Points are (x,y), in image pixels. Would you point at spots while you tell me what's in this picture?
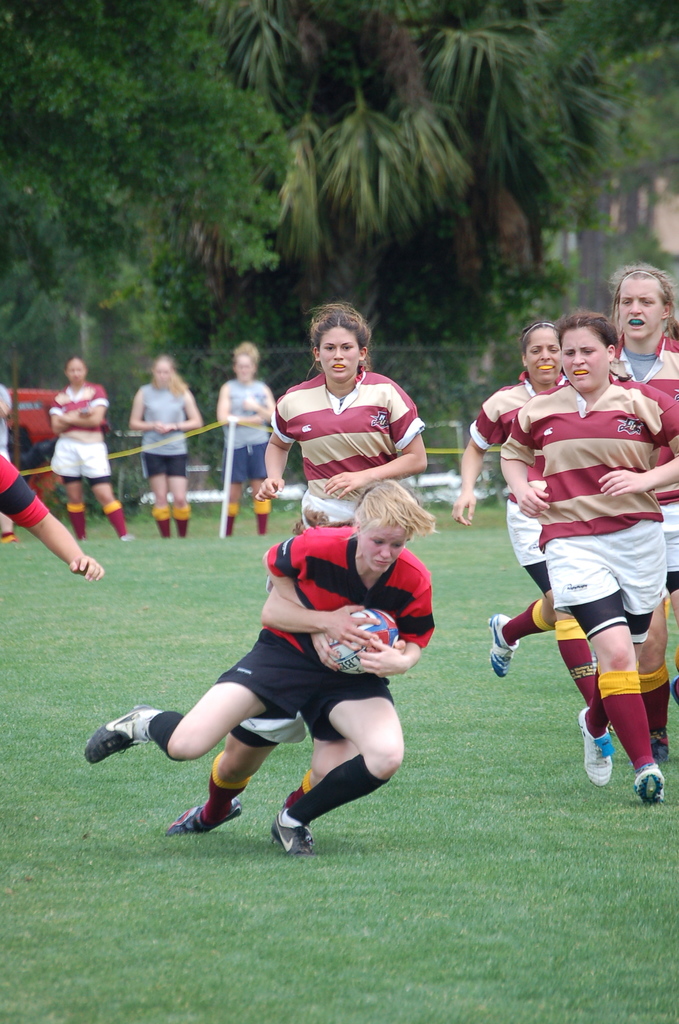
This picture is taken in the garden (558,680), There are some people (420,423) playing a game, In the middle (372,624) there is a girl (275,641) she is holding a ball (367,630) and trying to run, In the background (159,401) there are some people (146,403) standing and watching the game, There are some green color trees (228,104).
